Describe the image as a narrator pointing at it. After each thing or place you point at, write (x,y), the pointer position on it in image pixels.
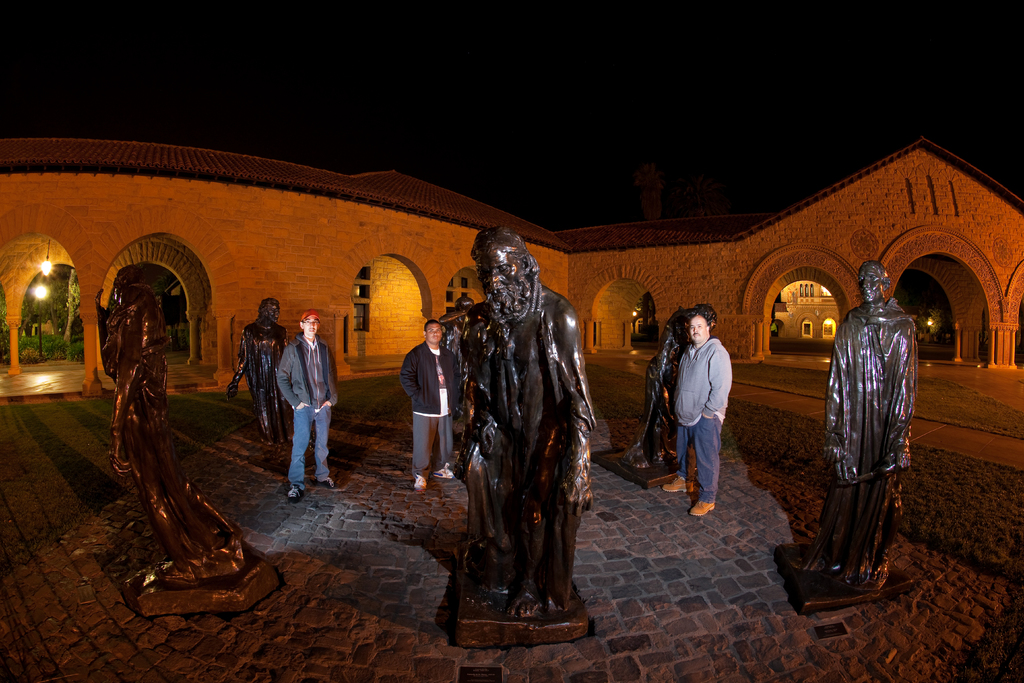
In this image we can see persons (417,453) standing beside the statues (668,411) placed on the floor (294,528). In the background (413,296) we can see building (613,225), electric lights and sky (158,104).
